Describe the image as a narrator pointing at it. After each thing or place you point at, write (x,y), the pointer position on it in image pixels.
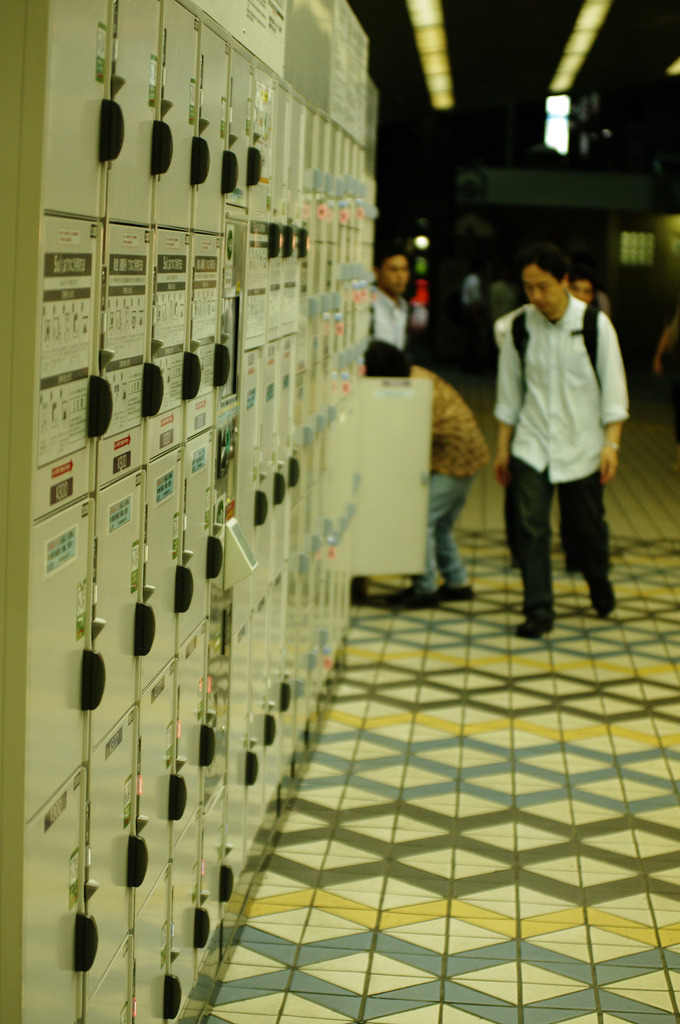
In this image, we can see persons (513,395) wearing clothes (510,523). There is a panel board (180,591) on the left side of the image (173,486). There are lights (430,29) in the top right of the image (600,16).
